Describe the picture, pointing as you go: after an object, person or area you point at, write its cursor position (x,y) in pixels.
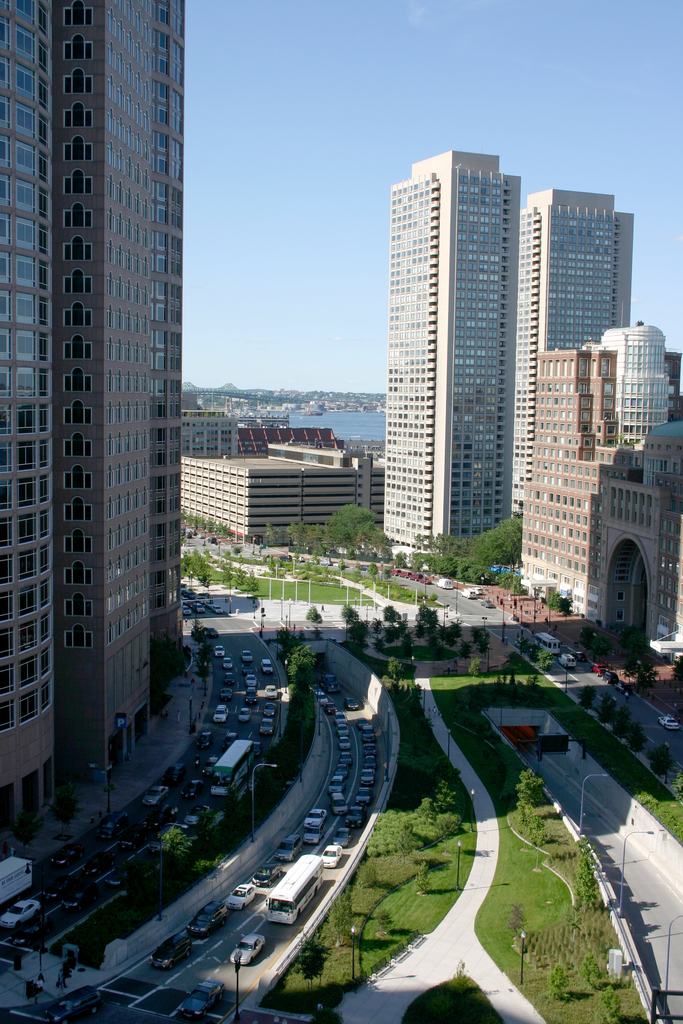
In this image, we can see the road (264,934), there are some cars (254,942) and buses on the road (135,976), we can see grass (471,749) on the ground (400,838) at some area (400,888), we can see some trees (387,630), there are some buildings (636,513), at the top (492,52) we can see the sky (444,57).
